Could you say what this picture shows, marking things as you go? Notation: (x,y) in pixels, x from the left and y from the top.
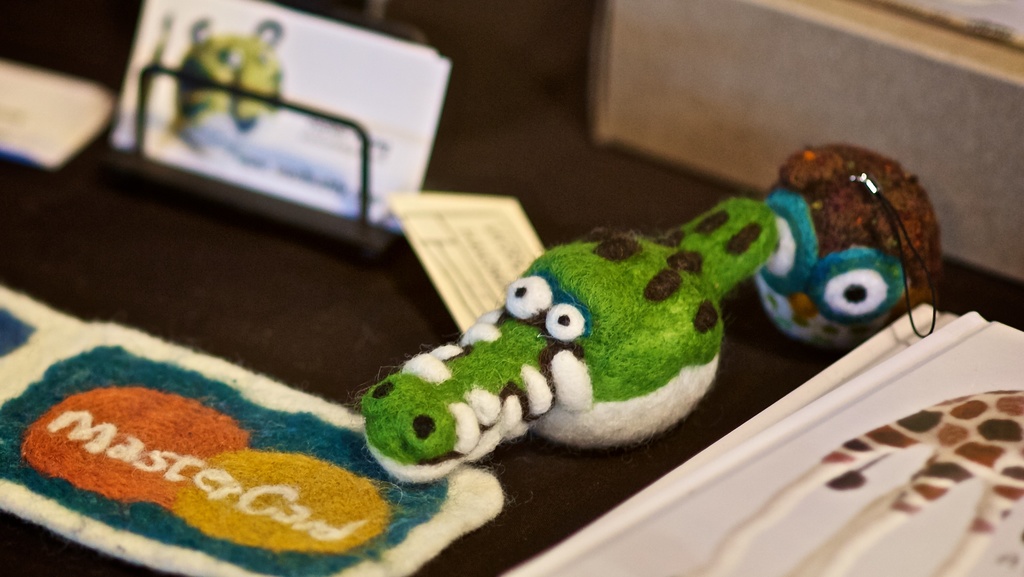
Here I can see few colorful toys (570,283), papers (354,90), sheet (134,405) and some other objects (86,468) are placed on a surface (279,262). In the top right (752,46) there is a box (762,87).
